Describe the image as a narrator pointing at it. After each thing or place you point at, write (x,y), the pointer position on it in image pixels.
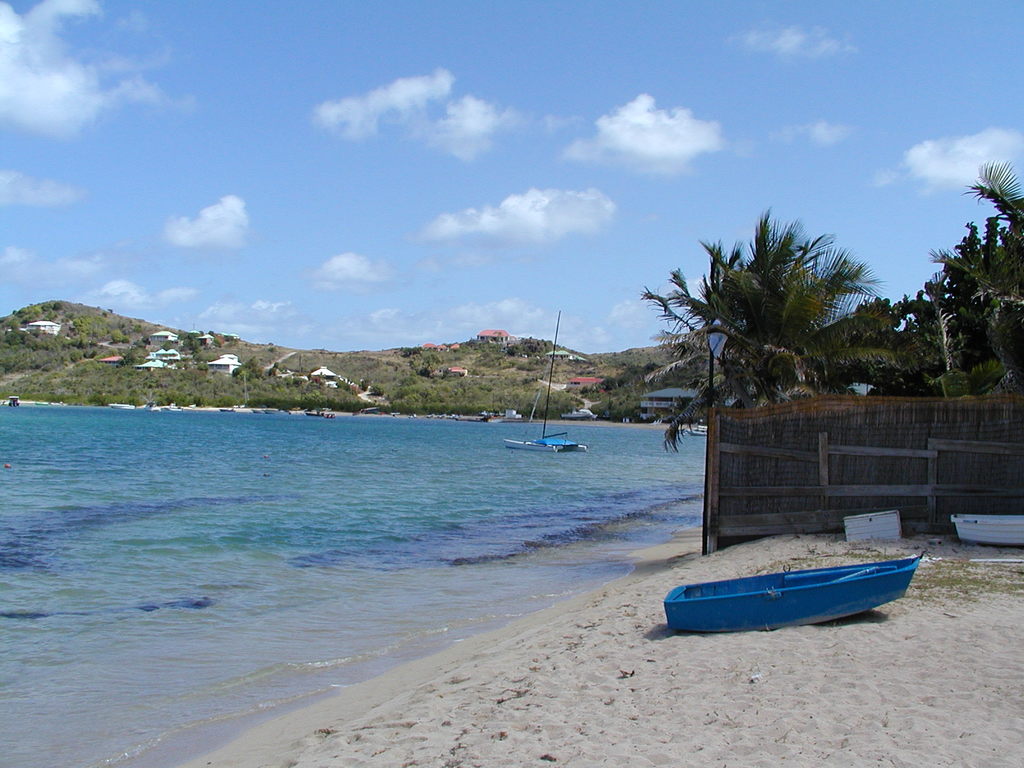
In this picture there is water (254,547) in the left corner (227,572) and there are few trees (865,359) and a fence wall (880,448) in the right corner (909,356) and there are trees (199,354) and buildings (460,368) in the background (356,371).
